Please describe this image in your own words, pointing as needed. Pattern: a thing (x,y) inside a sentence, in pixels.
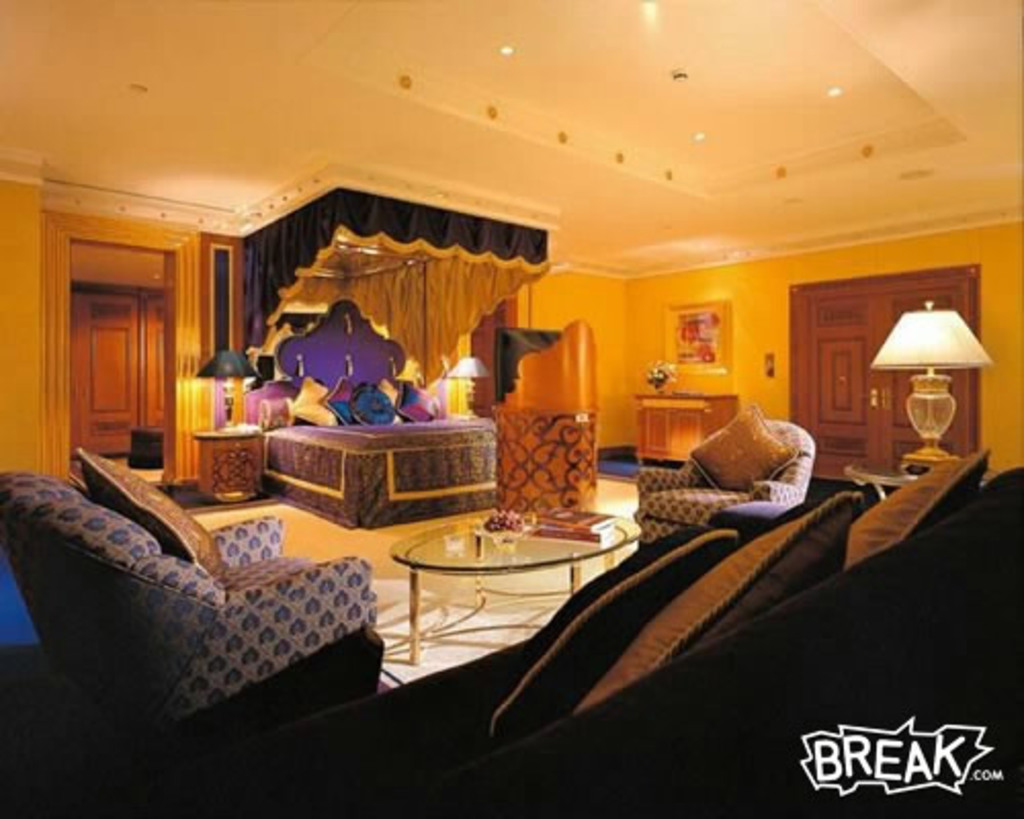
At the top (551,109) we can see ceiling (599,90) and lights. We can see a bed (406,504) which is decorated nicely with a cloth (424,284) and pillows (394,409). Near to the bed (448,427) we can see bed lamps (460,376) on the desk (246,435). Here we can see a flower vase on a desk (669,435). On the table (418,560) we can see a bowl (507,543) and books (578,524). On the floor (343,534) we can see sofas (507,676) and chairs (212,605) with cushions (858,548). This is a door (840,383). We can see frame (720,345) over a wall (649,326).
